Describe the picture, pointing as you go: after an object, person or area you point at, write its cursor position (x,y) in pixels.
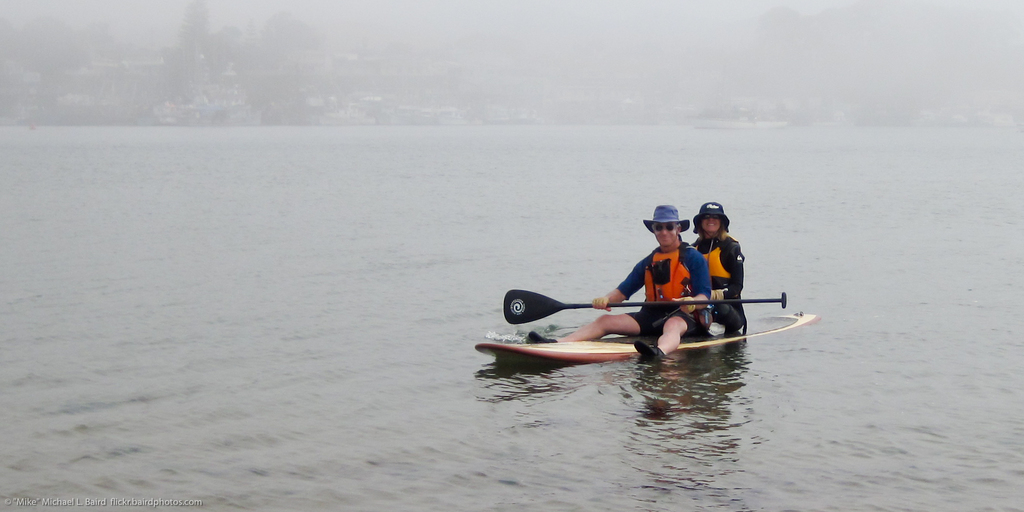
In this image I can see the water (566,378), a boat (548,355) on the surface of the water (283,350) and two persons (700,261) wearing hats (670,213) and life jackets (674,266) are sitting on a boat (534,355) and I can see a person (652,268) is holding a paddle (510,304) in his hand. In the background (341,116) I can see the fog (514,88), few trees (236,56) and few other objects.
